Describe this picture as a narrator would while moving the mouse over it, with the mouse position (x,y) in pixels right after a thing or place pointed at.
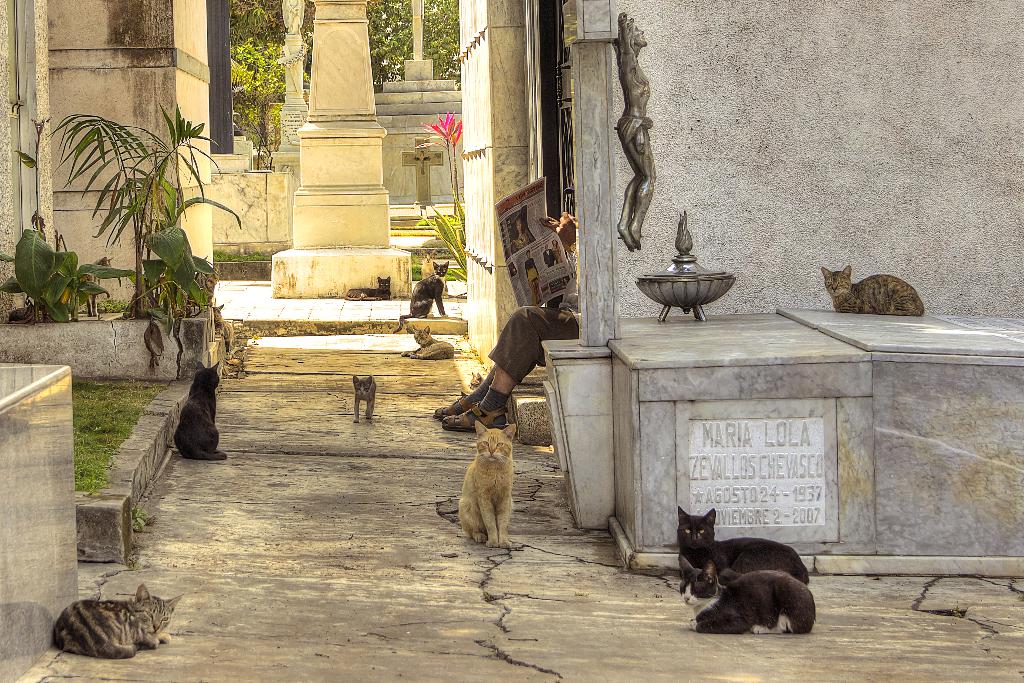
In this picture we can see some cats (428,294), on the right side (893,357) there is a tomb (583,286), we can see a person (534,321) is sitting and holding a paper (546,255) in the middle (543,269), on the left side (141,388) we can see grass (121,418) and plants (91,269), in the background (359,152) we can see a pillar (326,68) and trees (308,55).
